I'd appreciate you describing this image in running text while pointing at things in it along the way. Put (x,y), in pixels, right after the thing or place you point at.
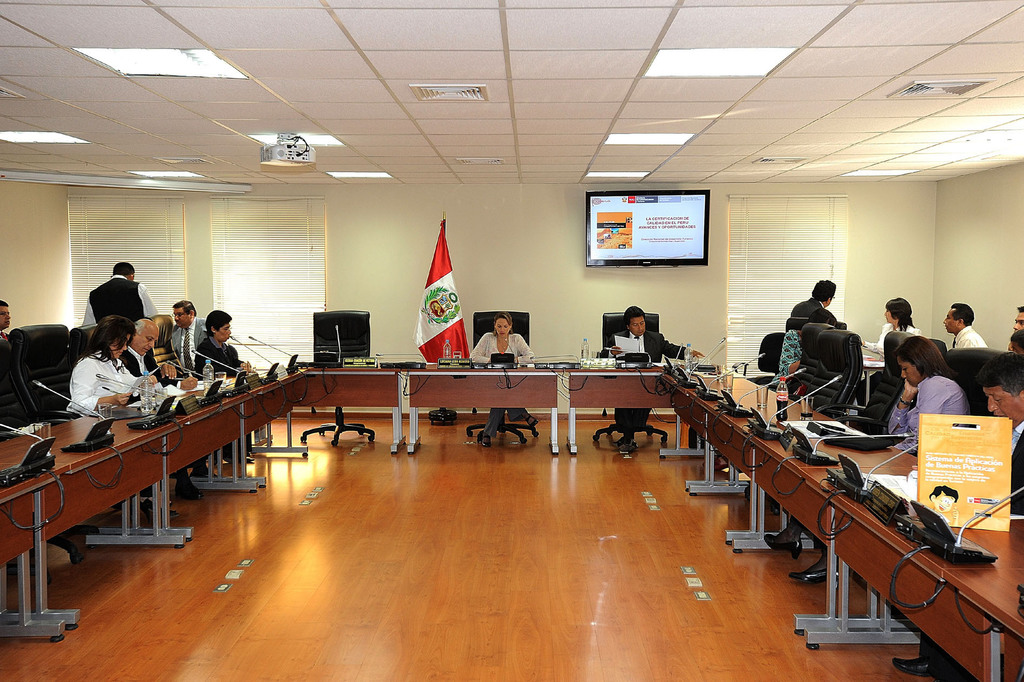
In this image i can see few people (104,370) sitting on chairs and a flag (440,294). In the background (392,265) i can see a wall (374,246), a window blind (265,251), a person (130,299) standing and a television screen (667,239).
